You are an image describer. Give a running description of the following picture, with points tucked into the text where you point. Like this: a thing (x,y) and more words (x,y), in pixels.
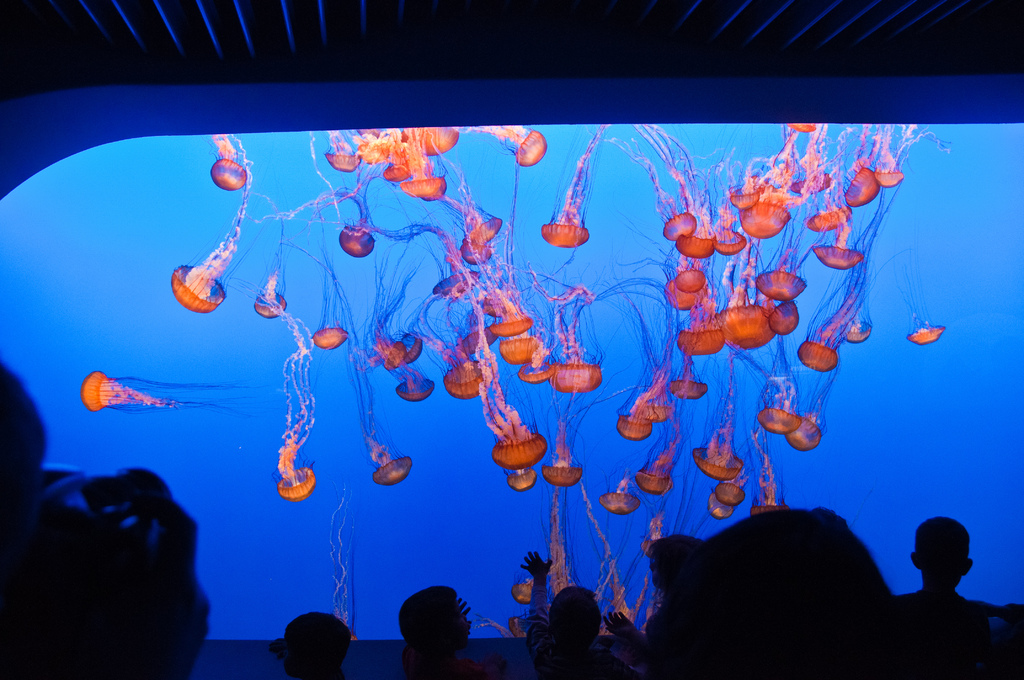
The image is clicked in an aquarium (157,192). At the bottom (86,626) there are people (825,595). In the center of the picture (421,424) it is tank (314,254), in the tank (427,273) there are jellyfish (692,262). At the top (216,70) it is ceiling (538,58).
